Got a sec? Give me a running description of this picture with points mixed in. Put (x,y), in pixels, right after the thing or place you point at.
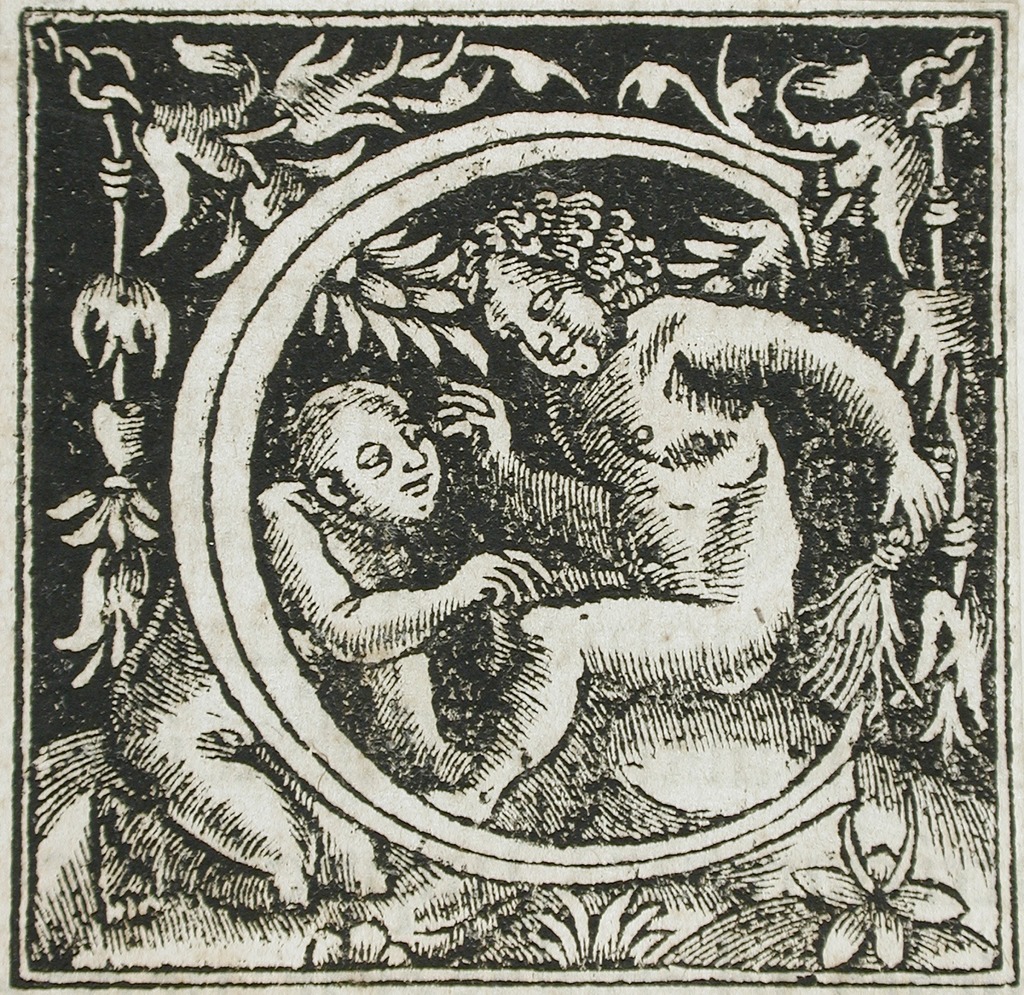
In this image I can see the sketch of two persons (509,713) sitting, few flowers (112,485) and few trees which is black and white in color.
